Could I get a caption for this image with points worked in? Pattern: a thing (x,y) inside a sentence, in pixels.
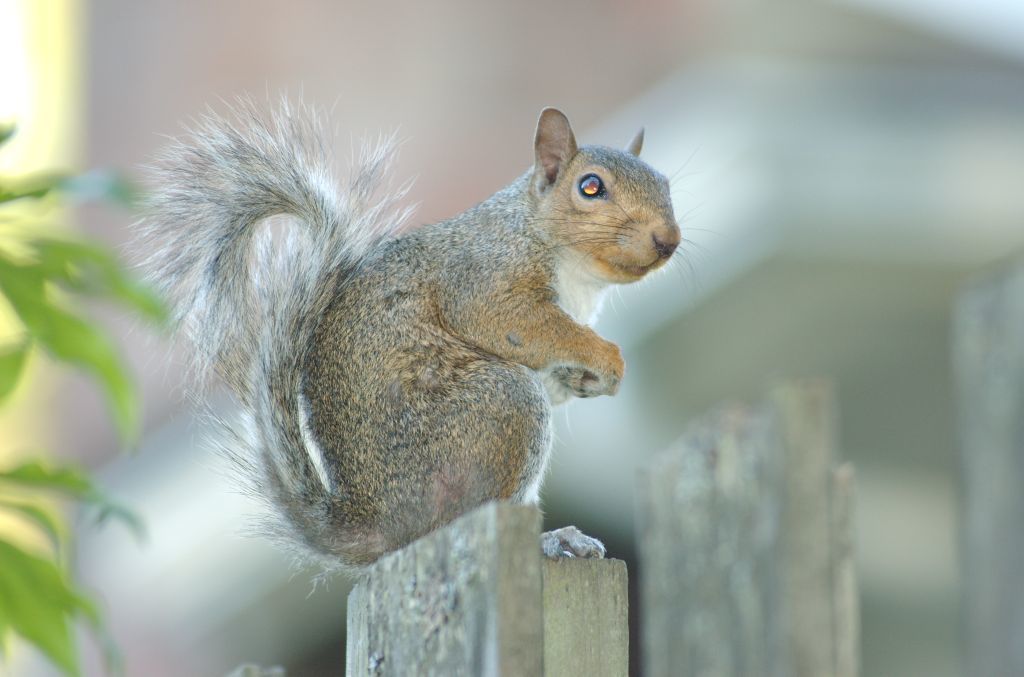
In this image we can see there is a squirrel (570,527) sitting on the wooden pole (516,627) behind that there is a plant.
